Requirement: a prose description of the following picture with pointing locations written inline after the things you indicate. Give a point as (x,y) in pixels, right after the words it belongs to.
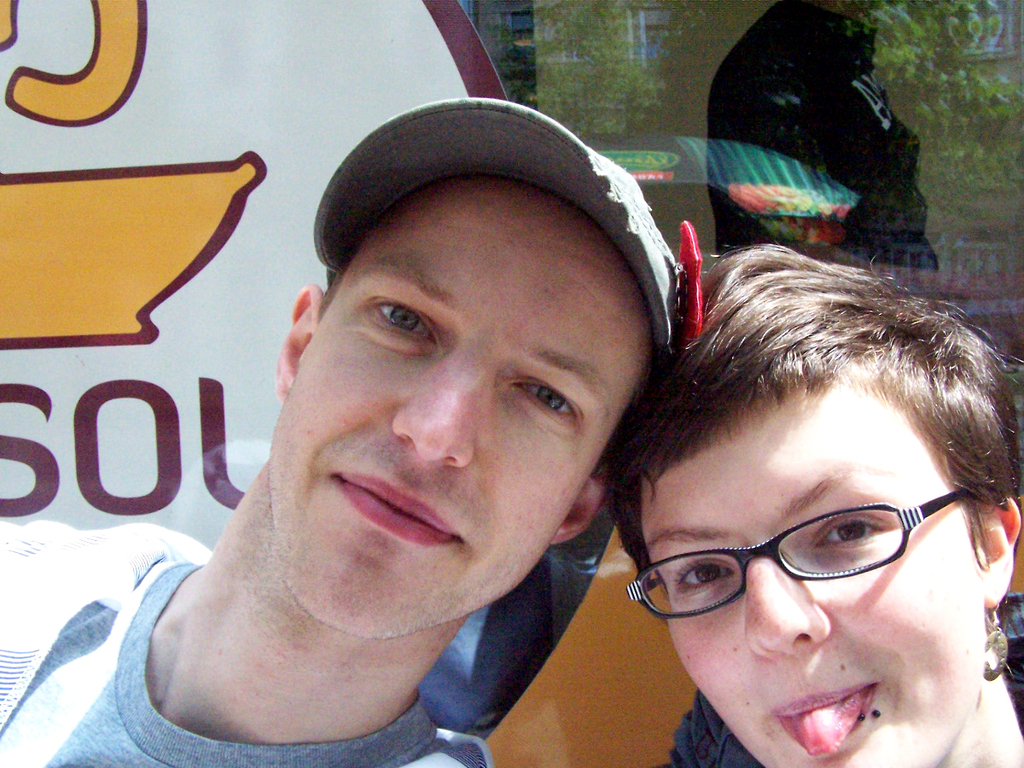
In the image two persons (118,727) are smiling. Behind them there is a glass wall (928,39), on the glass wall (927,24) there is a poster (166,313).
